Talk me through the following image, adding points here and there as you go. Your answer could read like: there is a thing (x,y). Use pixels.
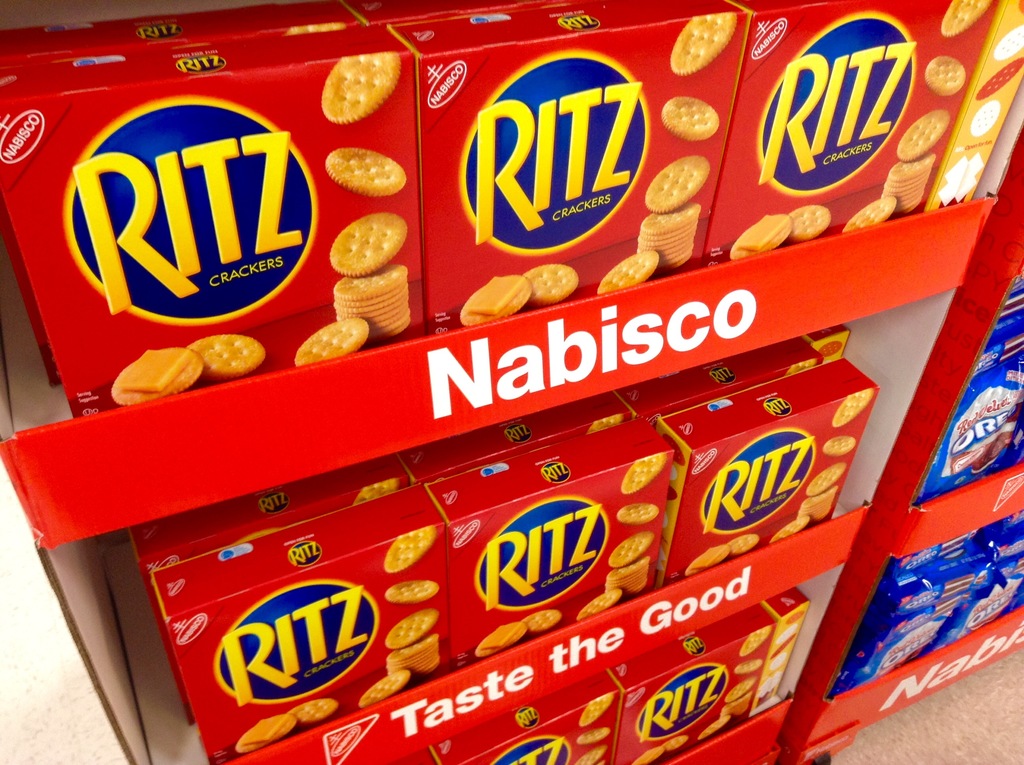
In this image we can see many food products (670,501) placed on the racks (520,664). There is some text (550,360) in the image.
